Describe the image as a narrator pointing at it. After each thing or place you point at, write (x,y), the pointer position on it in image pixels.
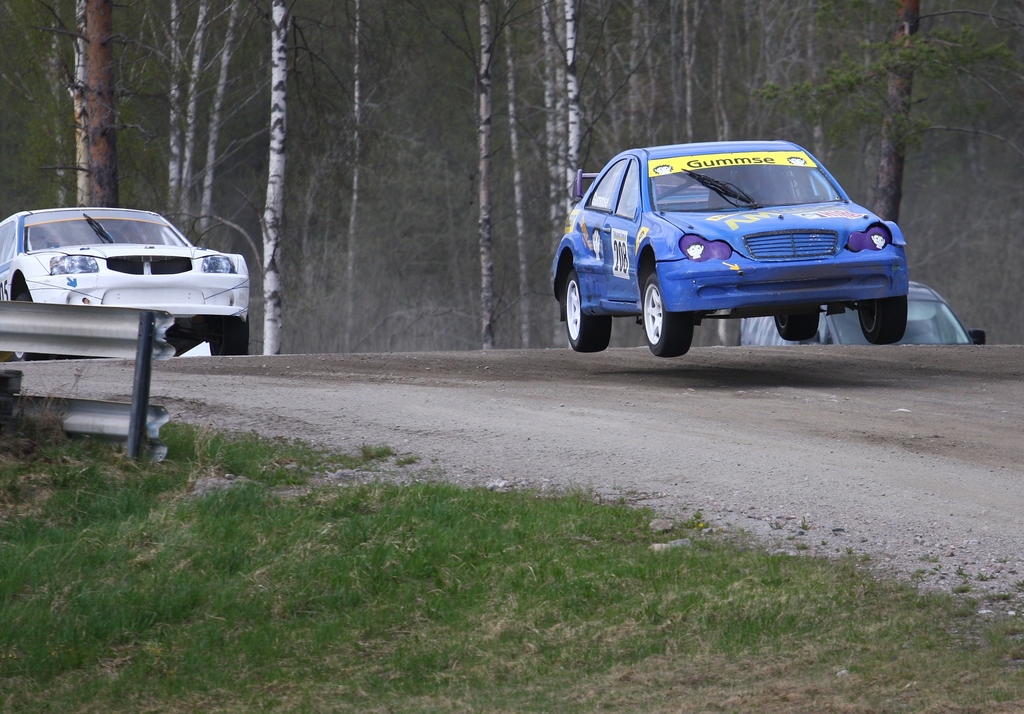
In this image I can see grass (143,464) and a road (400,401) in the front (460,414). On the road (533,454) I can see few cars (598,343) and in the background (731,66) I can see number of trees (463,69).
